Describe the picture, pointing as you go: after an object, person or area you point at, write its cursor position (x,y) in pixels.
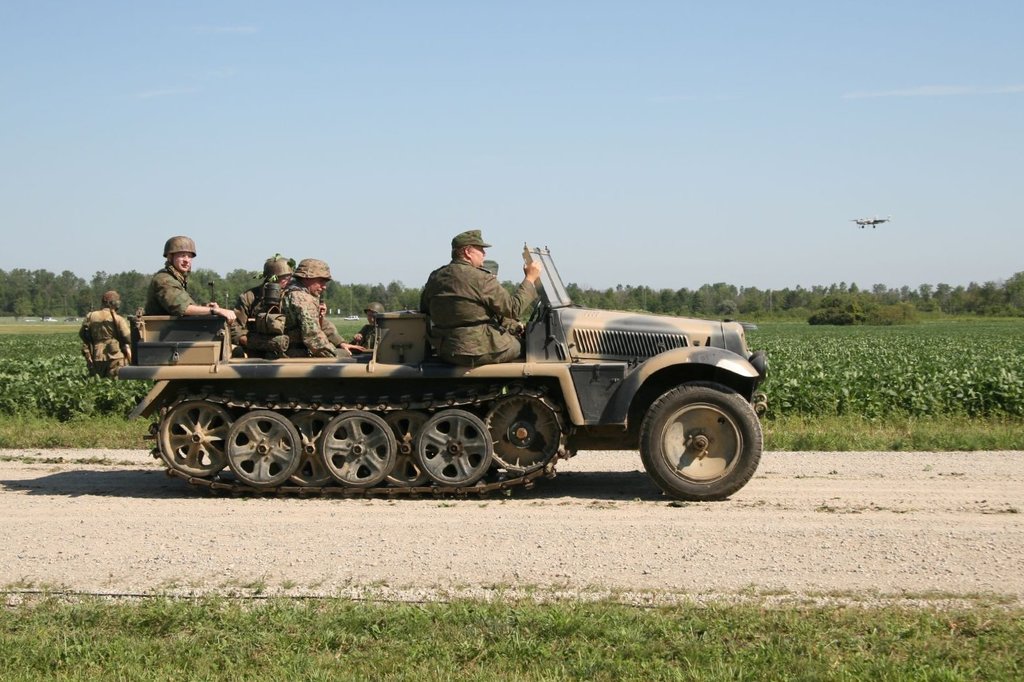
There is a vehicle (275,373) on the road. On the vehicle (281,359) there are few people (293,315) sitting. Some are wearing helmet (266,271). One person (455,286) is wearing a cap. On the ground (386,631) there is grass (331,637). In the back (827,341) there are plants (790,334). In the background (903,294) there are trees (857,294) and sky (757,97). Also there is a flight (869,221) flying. On the left side (109,360) there is a person (107,332) standing.
